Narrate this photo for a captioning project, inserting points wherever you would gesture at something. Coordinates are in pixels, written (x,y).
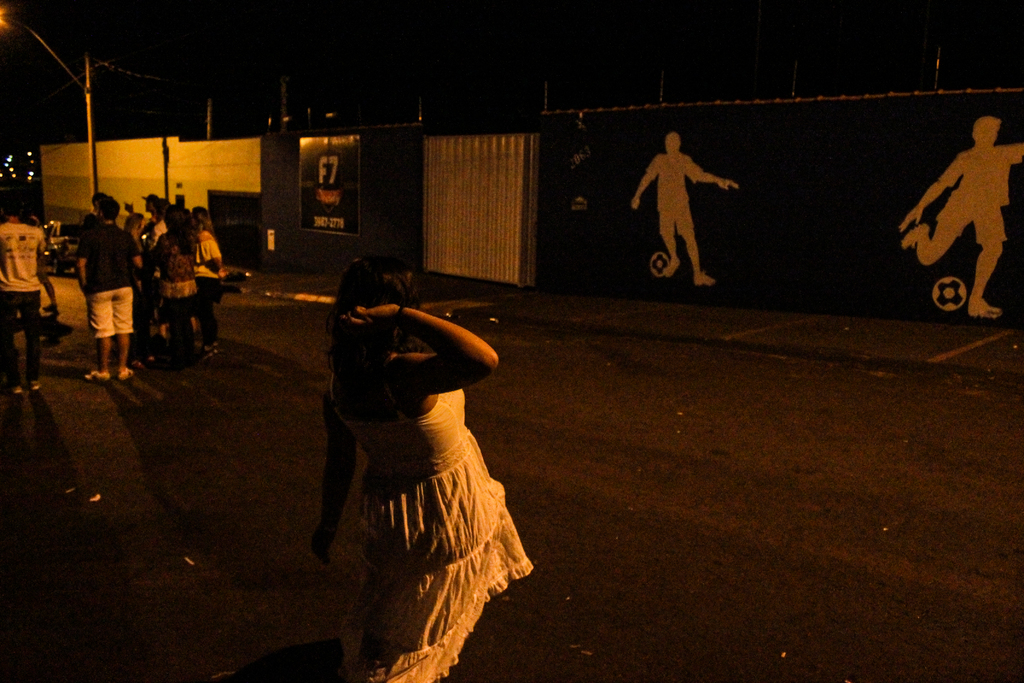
In this picture I can see the road (765,547) on which there are number of people (185,346) who are standing and in the background (81,147) I can see the wall (852,137) on which I can see something is written and I can see an art (981,245). On the left side of this picture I can see a pole (89,169) and I see that this picture is in dark.
